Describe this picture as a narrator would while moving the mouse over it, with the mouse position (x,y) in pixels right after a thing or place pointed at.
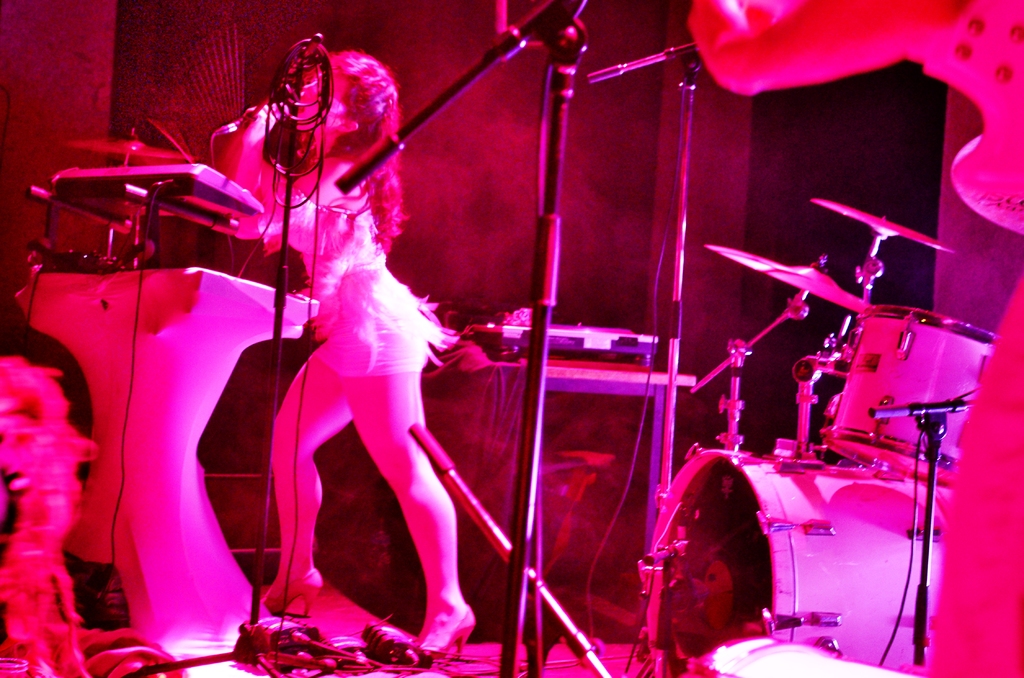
In this picture there is a woman (389,364) and we can see stands (581,37), musical instruments (732,464), devices (656,343) and objects (126,409). In the background of the image (879,136) we can see wall (373,37).
